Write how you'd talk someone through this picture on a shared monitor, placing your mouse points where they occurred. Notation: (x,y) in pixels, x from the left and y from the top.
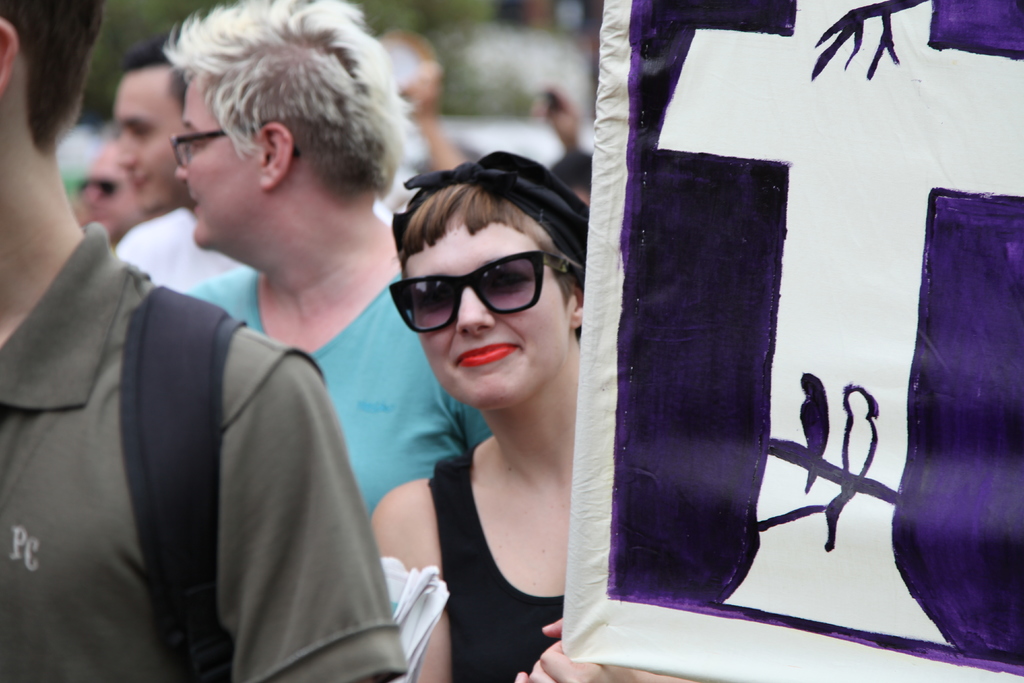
In this image I can see group of people (325,263). There is a banner (702,286) and the background (489,19) is blurry.
